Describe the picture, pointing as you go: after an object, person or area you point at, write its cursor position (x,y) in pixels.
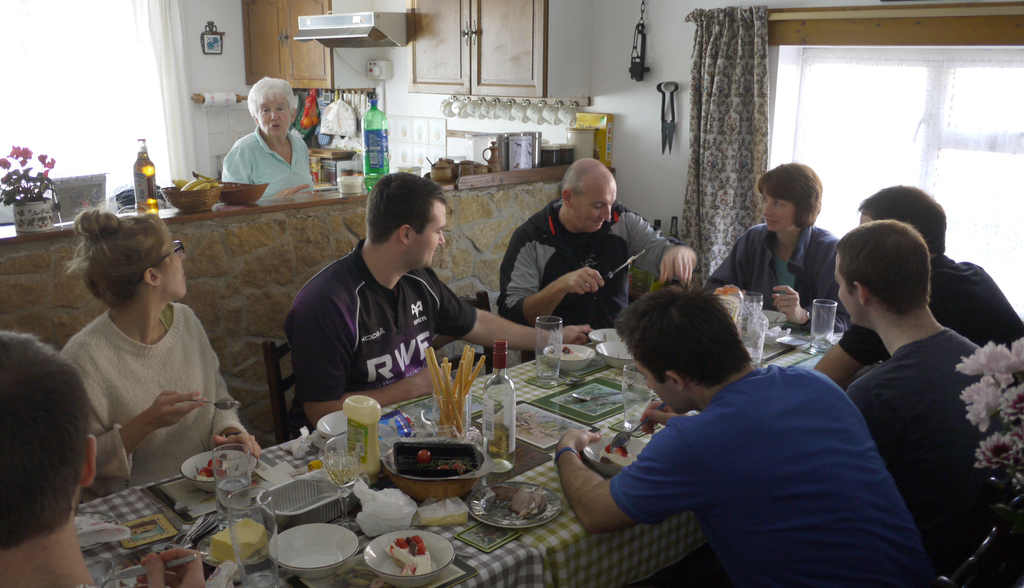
In the image we can see few persons (508,320) were sitting around the table (405,429). On table (419,464) we can see bottle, glass (266,554), bowl (296,553), tissue paper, spoon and food item (464,390). In the background (401,78) there is a cupboard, wall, curtain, window (821,121), flower pot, bottle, banana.
